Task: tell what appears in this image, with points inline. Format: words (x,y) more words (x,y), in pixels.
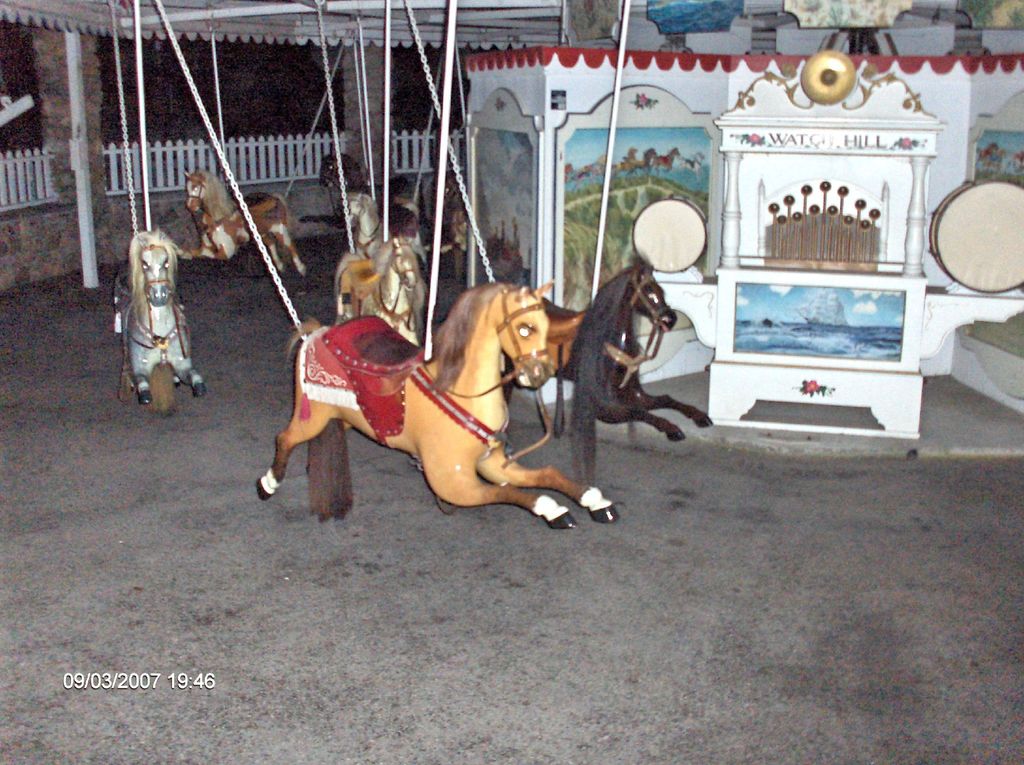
In this image there is a swing ride (351,506), and in the background (16,183) there is fence (169,162) and a watermark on the image.
